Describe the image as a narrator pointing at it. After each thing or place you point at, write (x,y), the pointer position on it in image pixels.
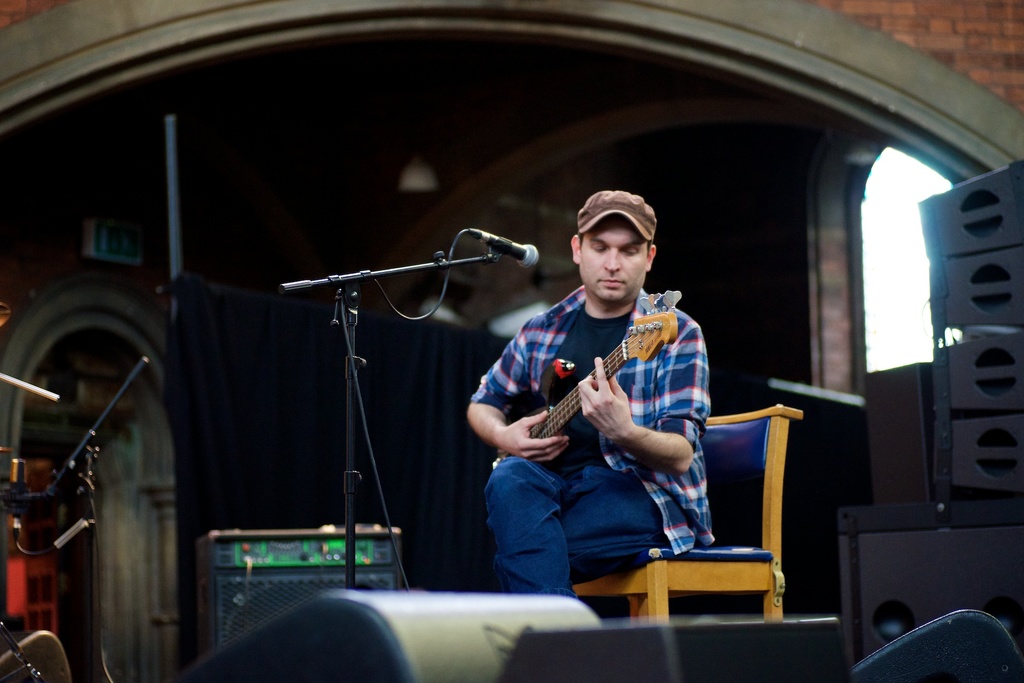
This image is clicked in a concert. There is a man (561,564) sitting in the chair (723,576) and wearing blue shirt (629,397) and blue pant (594,484). He is playing guitar (647,341). In front of him, there is a mic (525,245) along with mic stand (347,294). At the bottom (919,662), there are speakers (931,640). In the background (407,23), there is a wall (853,175) and arch (204,7).
